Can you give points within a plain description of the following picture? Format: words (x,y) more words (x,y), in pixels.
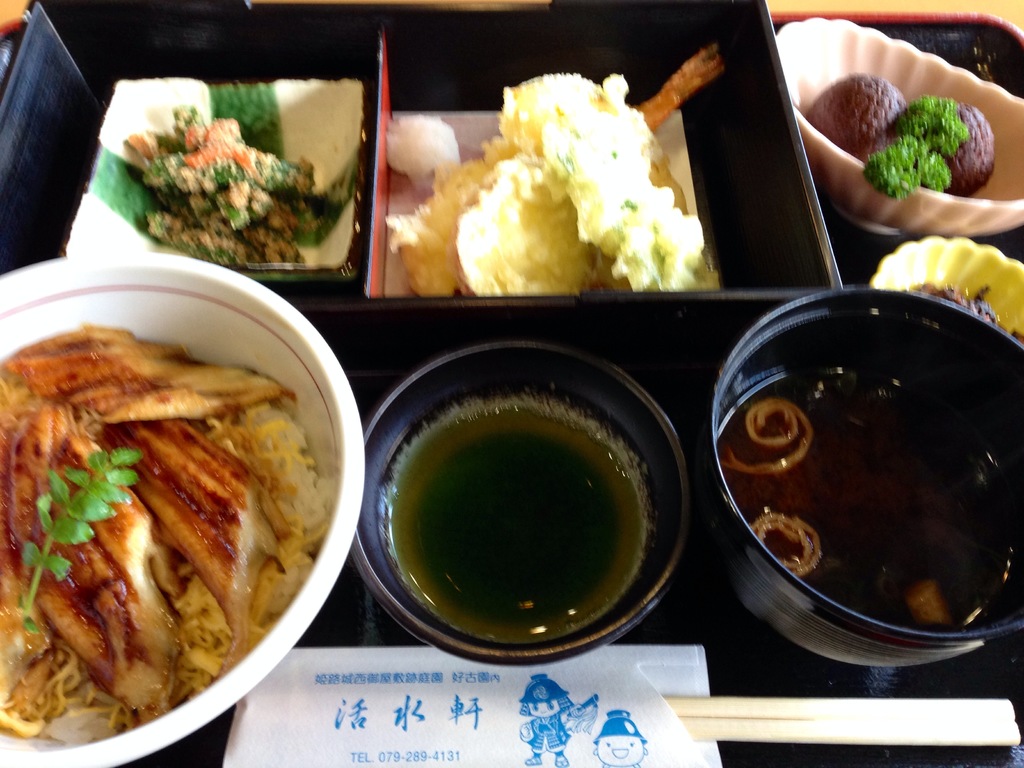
In this image there are so many food items (566,222) are arranged on a table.
